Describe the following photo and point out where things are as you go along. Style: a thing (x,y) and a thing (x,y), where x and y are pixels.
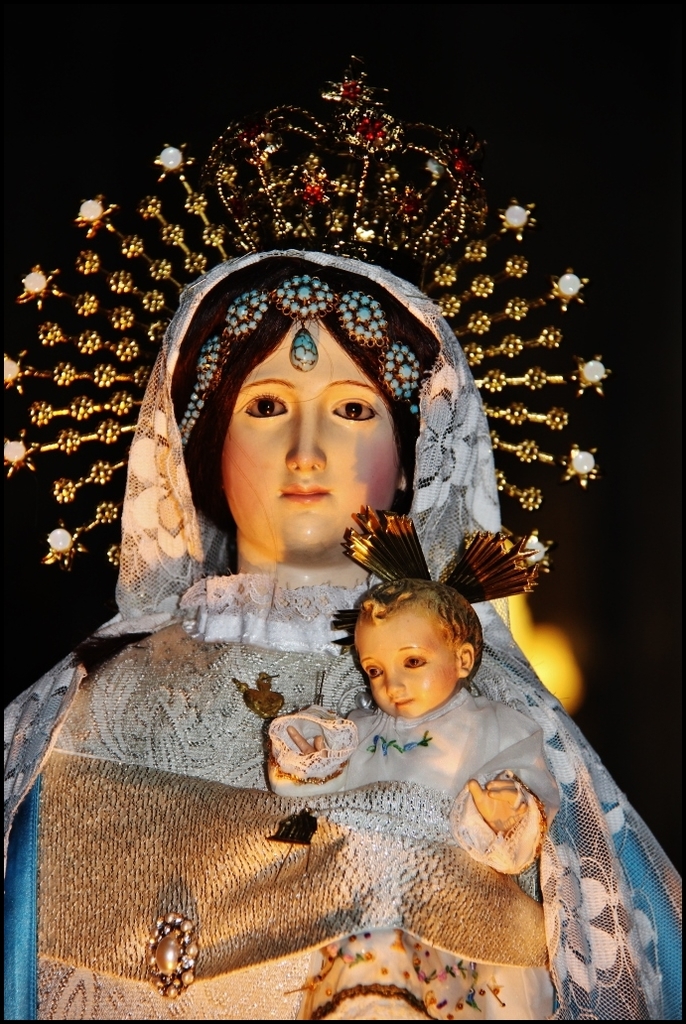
In this picture there is a statue (227,685) of a woman (227,685) holding the baby (434,629). At the back (612,215) there is a black background (593,79) and there is a light (571,683).
